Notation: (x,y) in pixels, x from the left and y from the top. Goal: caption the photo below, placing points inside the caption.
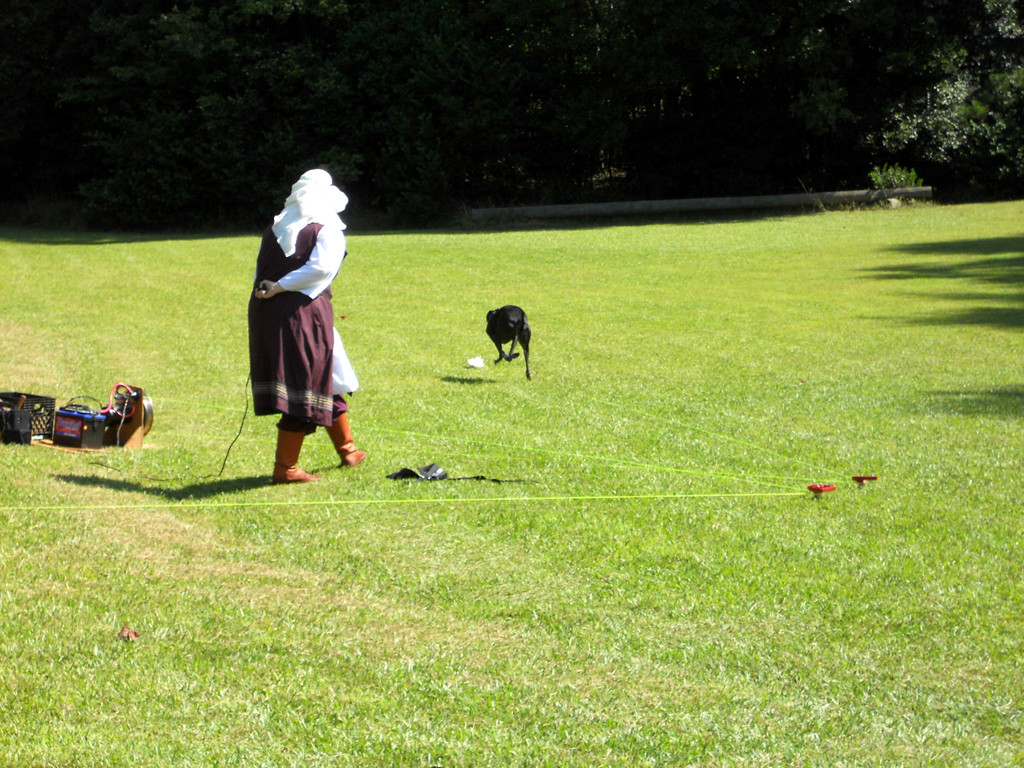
In this picture we can see a person (298,370) standing on the ground (581,404) and aside to this person (294,360) we can see an animal (511,323) and some objects (133,410) and in the background (278,209) we can see trees (153,77).
